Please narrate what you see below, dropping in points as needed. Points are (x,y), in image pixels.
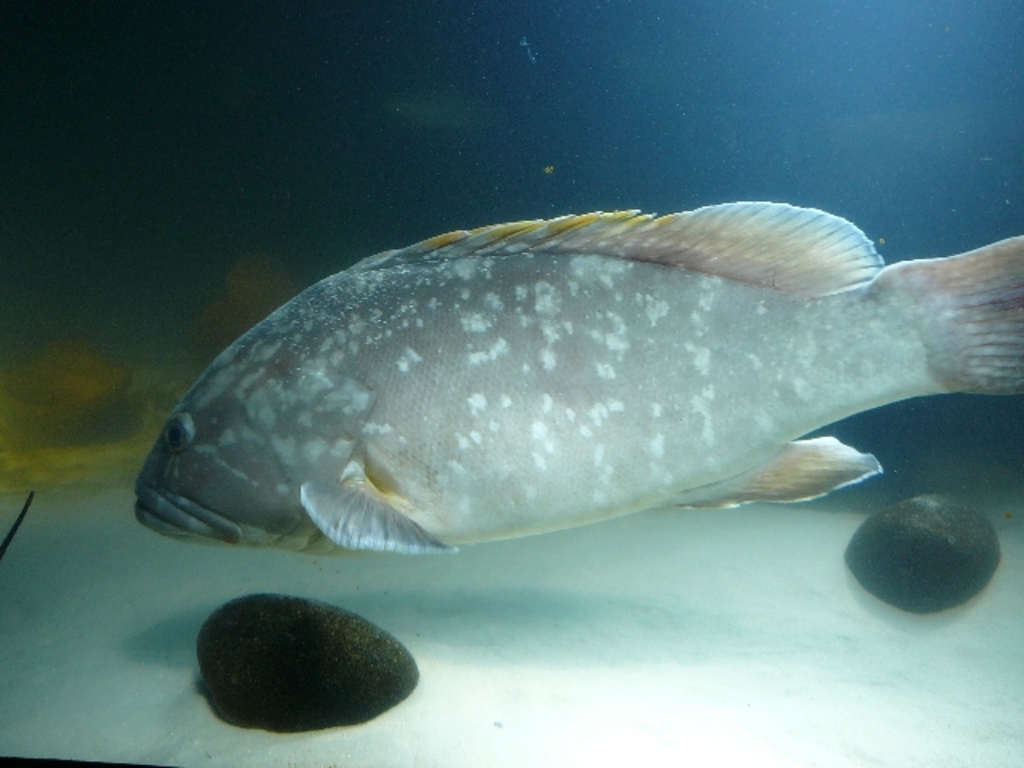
This is fish (620,353) in the water (411,206), these are stones (308,680).
